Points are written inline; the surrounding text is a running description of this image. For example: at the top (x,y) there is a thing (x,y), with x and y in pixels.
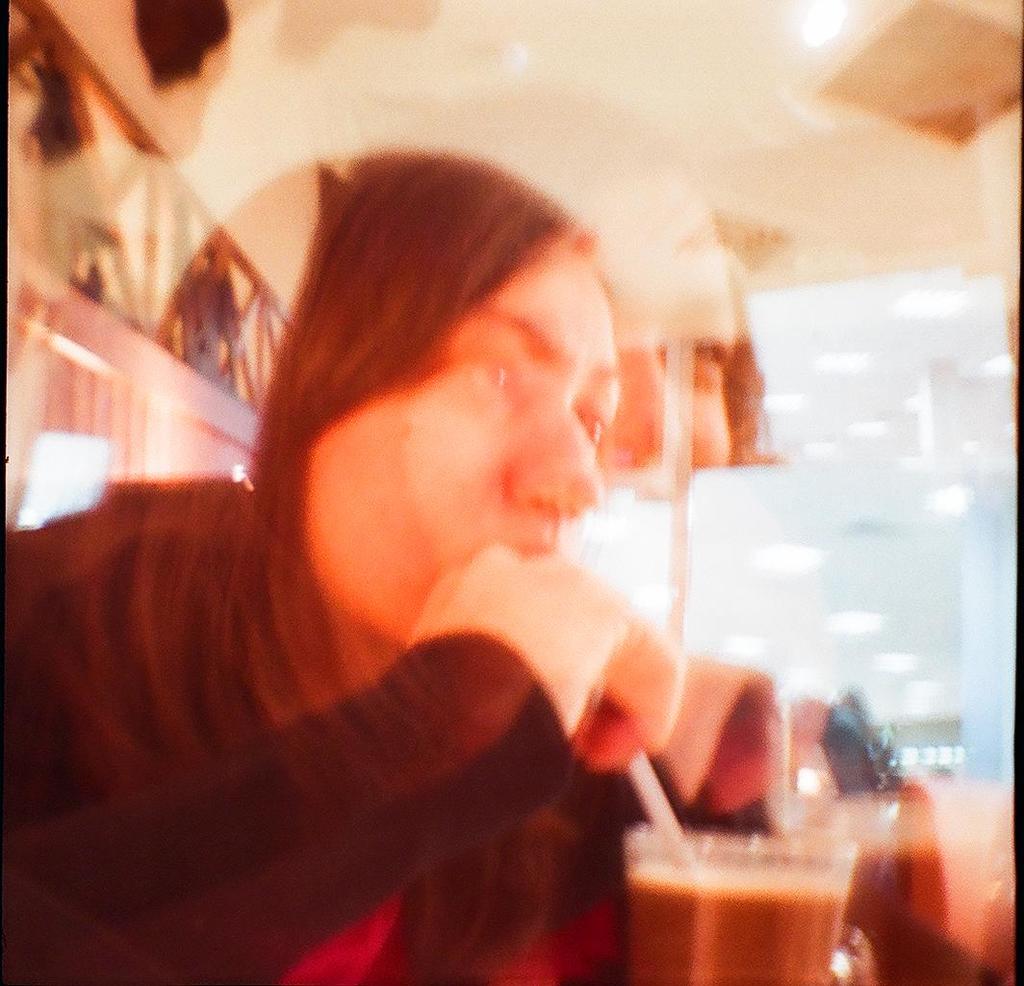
Here in this picture we can see a woman (553,670) present over there, drinking something with the help of straw (643,800) present in the glass (707,840) in front of her and this is seen through a glass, which is present in front of her over there.
